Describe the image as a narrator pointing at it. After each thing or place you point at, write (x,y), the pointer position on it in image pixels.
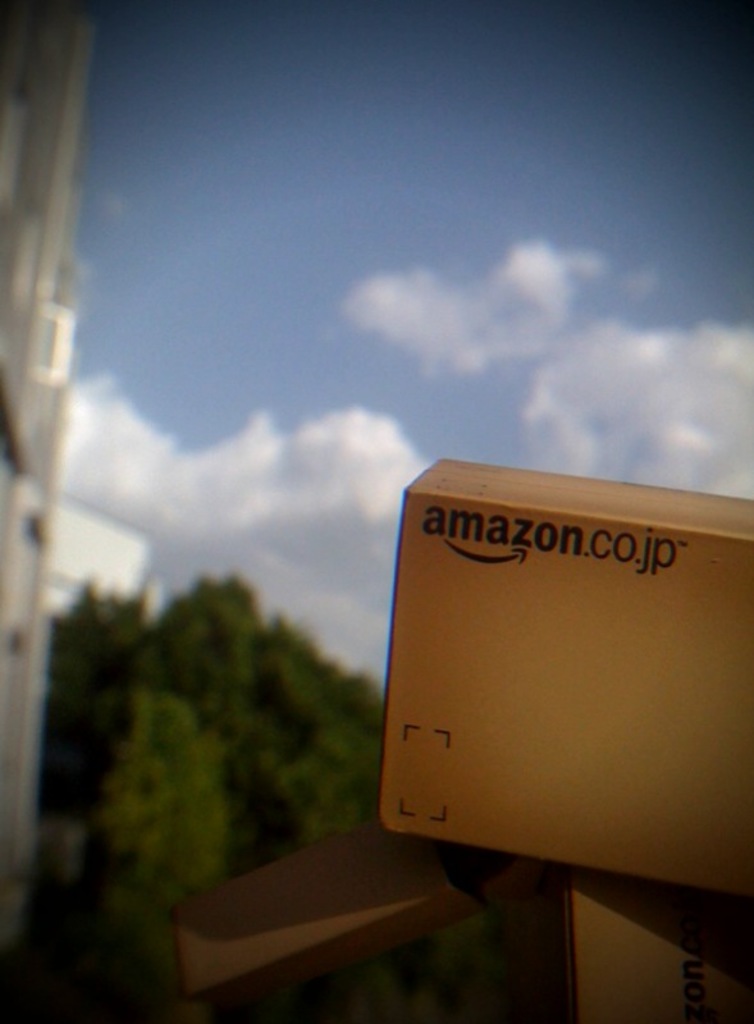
This image consists of boxes (562,825) on the right side (612,895). There are trees (175,805) on the left side (116,653). There is sky (262,272) at the top (208,330). On that boxes (422,528) there is amazon written.
